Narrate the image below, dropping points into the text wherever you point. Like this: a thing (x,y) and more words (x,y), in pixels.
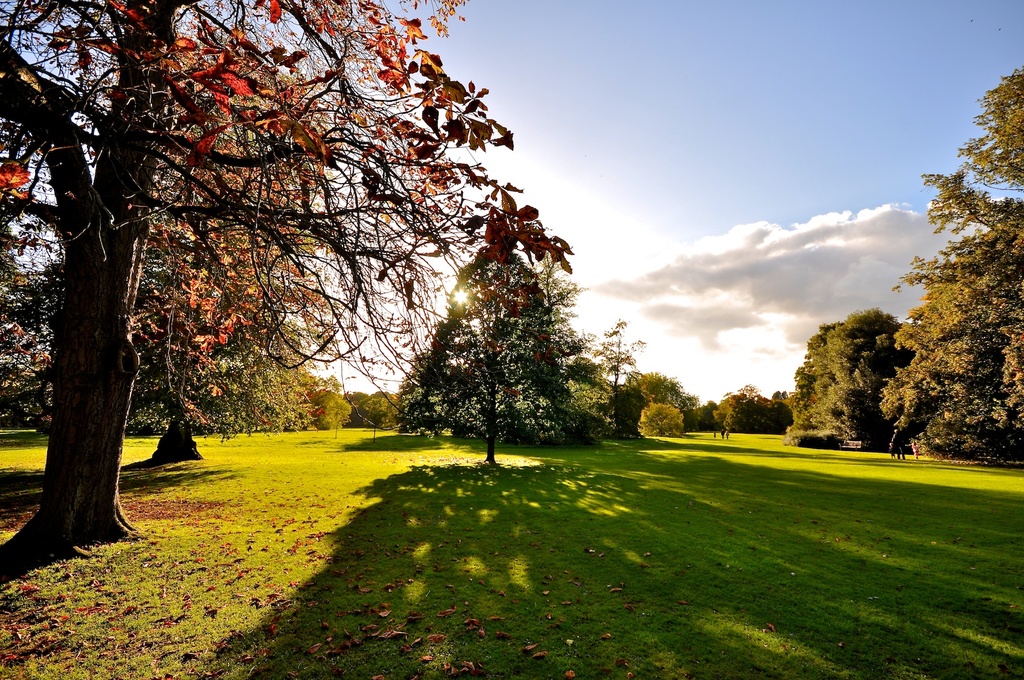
This image is clicked at an open ground (623,562). There is green grass (643,520) on the ground (456,518). There are trees (459,324) in the image. At the top (738,81) there is the sky (707,89).
